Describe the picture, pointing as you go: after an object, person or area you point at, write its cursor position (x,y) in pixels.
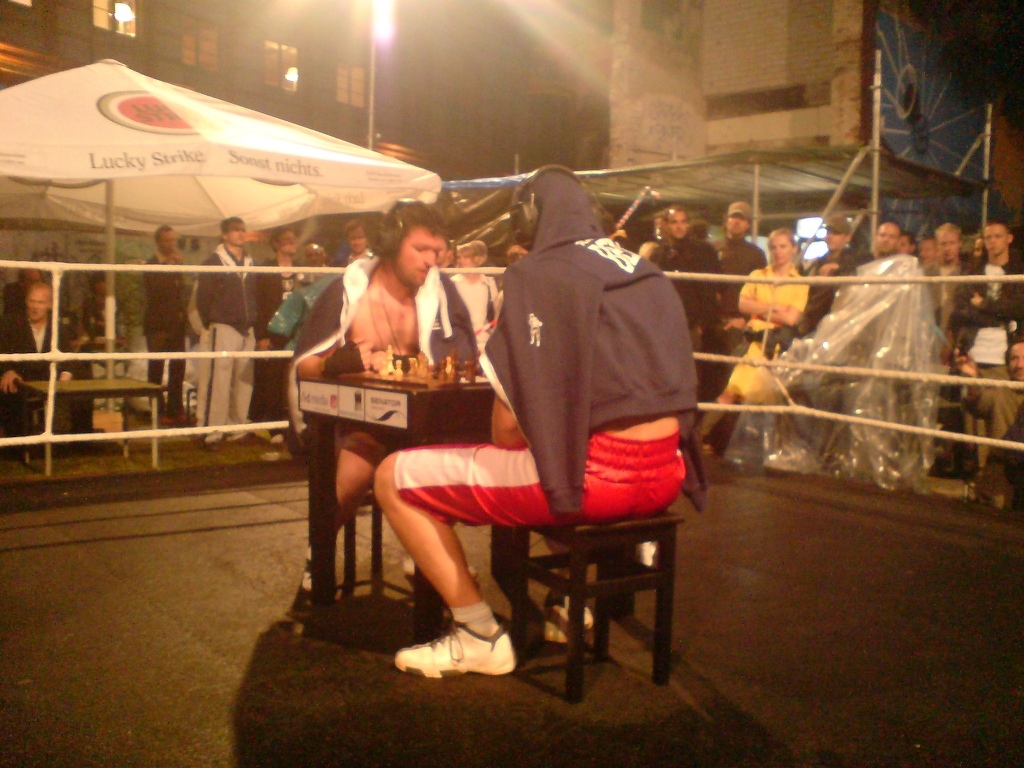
There are two people (512,272) sitting on the stool (537,568) and playing the chess (431,377). This looks like a boxing ring (926,274). There are groups of people (697,234) standing. I think this is a patio umbrella (106,195). Here is a person (21,318) sitting. These are the buildings (292,68) with windows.
